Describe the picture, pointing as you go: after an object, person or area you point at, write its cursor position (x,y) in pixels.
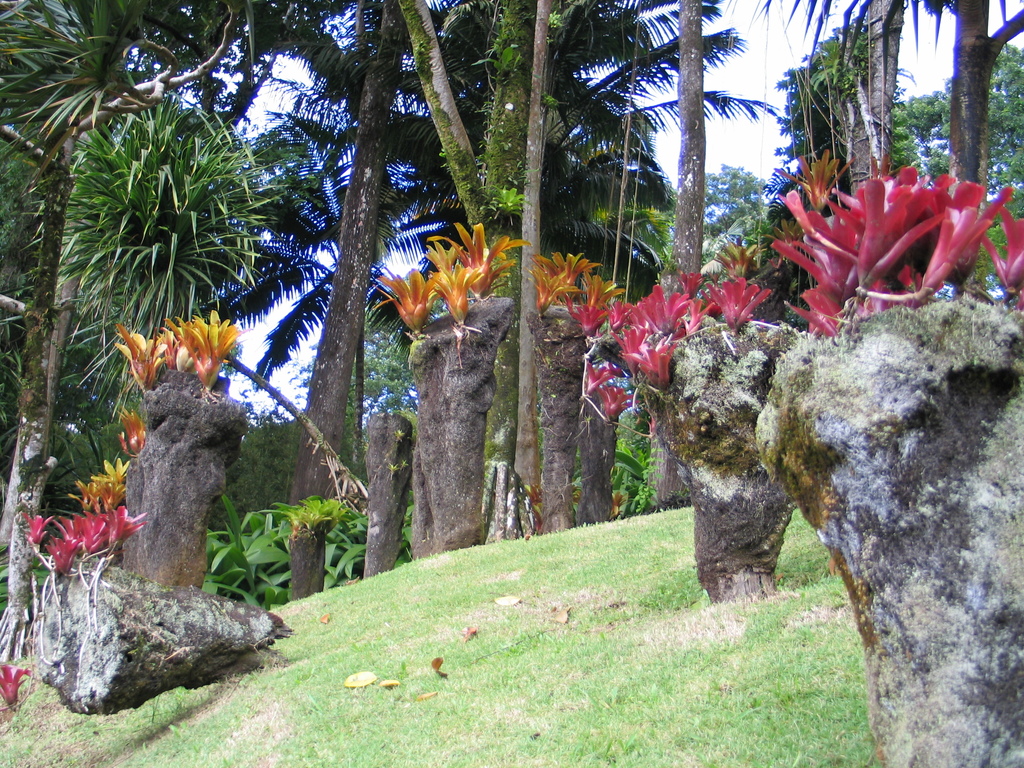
In this image we can see group of flowers (697,328) on plants (453,298). In the foreground (502,695) we can see the grass (600,663). In the background (927,115), we can see a group of trees (345,112) and the sky (756,77).
